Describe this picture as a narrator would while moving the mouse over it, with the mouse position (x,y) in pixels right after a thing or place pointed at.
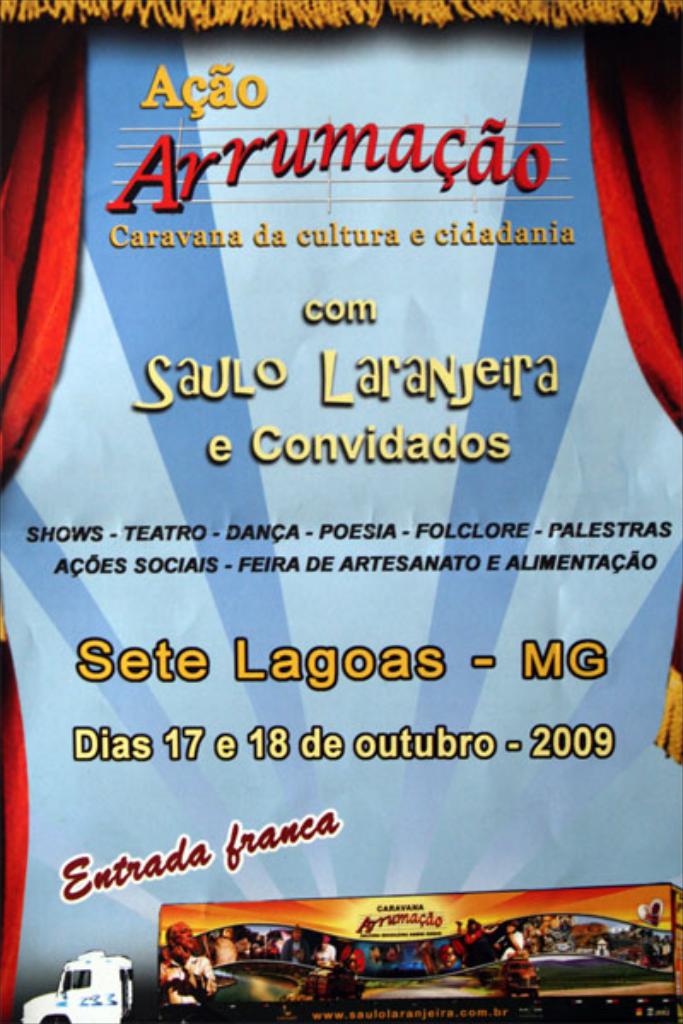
In this image we can see a poster (328,844). We can see a vehicle (184,1003) and there is a banner (275,1004) on the container (371,987) of it. We can see few people (467,925) on the banner (588,933). There are few curtains (636,292) in the image. There is some text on the poster (466,947).
